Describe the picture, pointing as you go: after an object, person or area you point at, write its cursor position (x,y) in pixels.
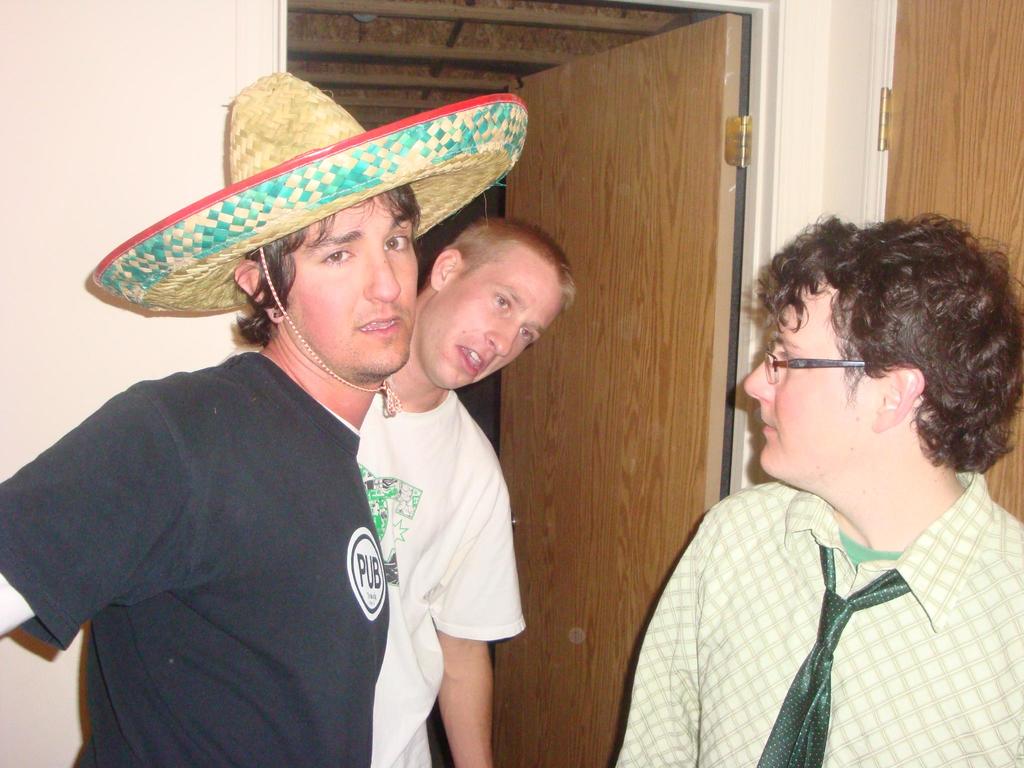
In this image we can see three persons (338,467) standing. one person (246,533) is wearing a black shirt (272,505) and a hat (343,205). One person (901,374) wearing spectacles (847,364) and a tie (823,674). In the background (664,225), we can see a door (699,219).
